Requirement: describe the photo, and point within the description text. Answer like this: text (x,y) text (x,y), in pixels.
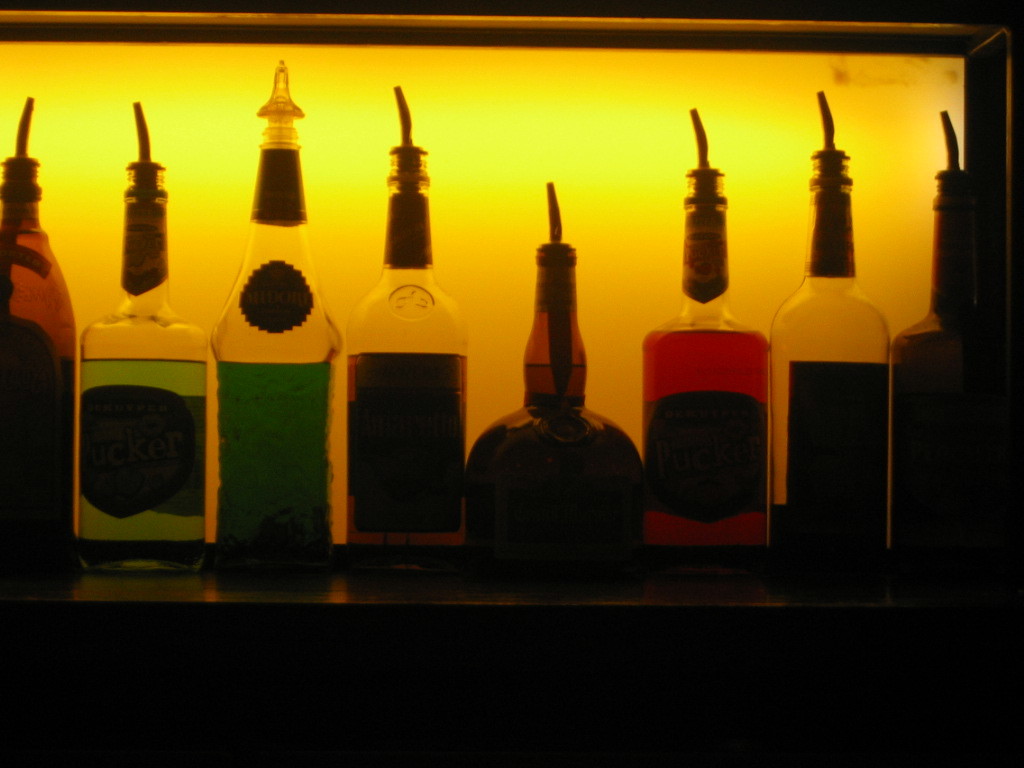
In this image I see number of bottles (59,364).
